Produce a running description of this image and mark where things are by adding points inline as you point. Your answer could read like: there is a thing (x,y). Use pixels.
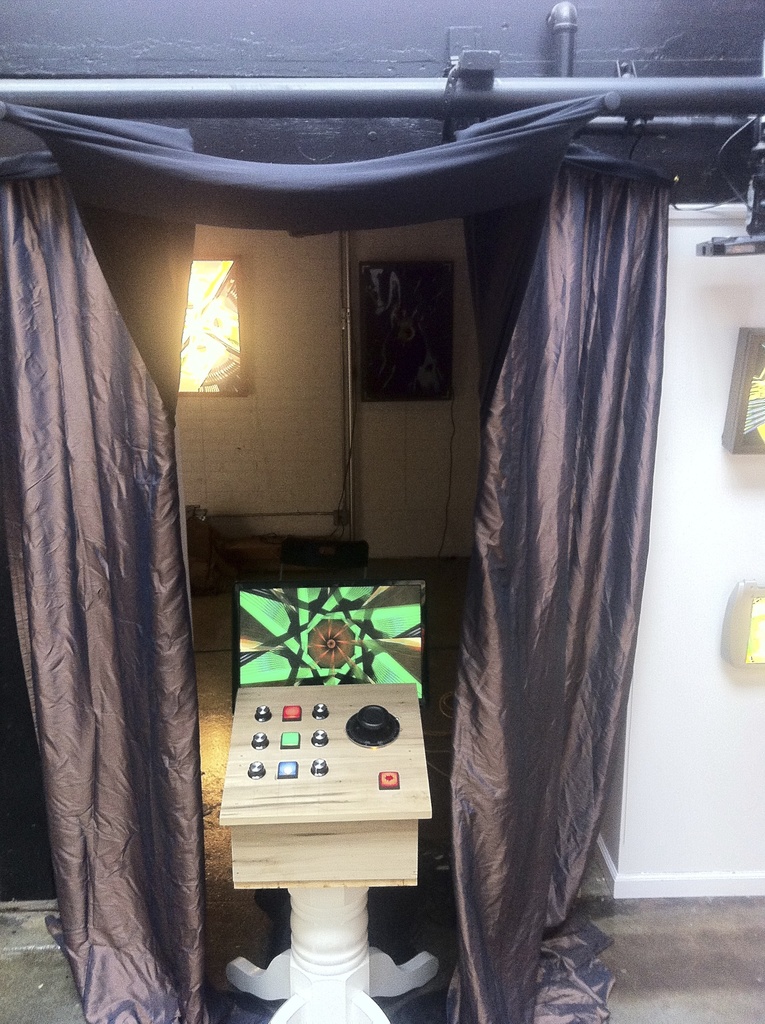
in this picture we see an inner view of a room (291,460) and couple of curtains (521,626) and we see a screen (309,654) and a box (299,777) with buttons (380,736), On the back (200,292) we see a window (225,342) to the wall (253,385) and it might be few monitors (750,345) on the right side wall (673,668).
